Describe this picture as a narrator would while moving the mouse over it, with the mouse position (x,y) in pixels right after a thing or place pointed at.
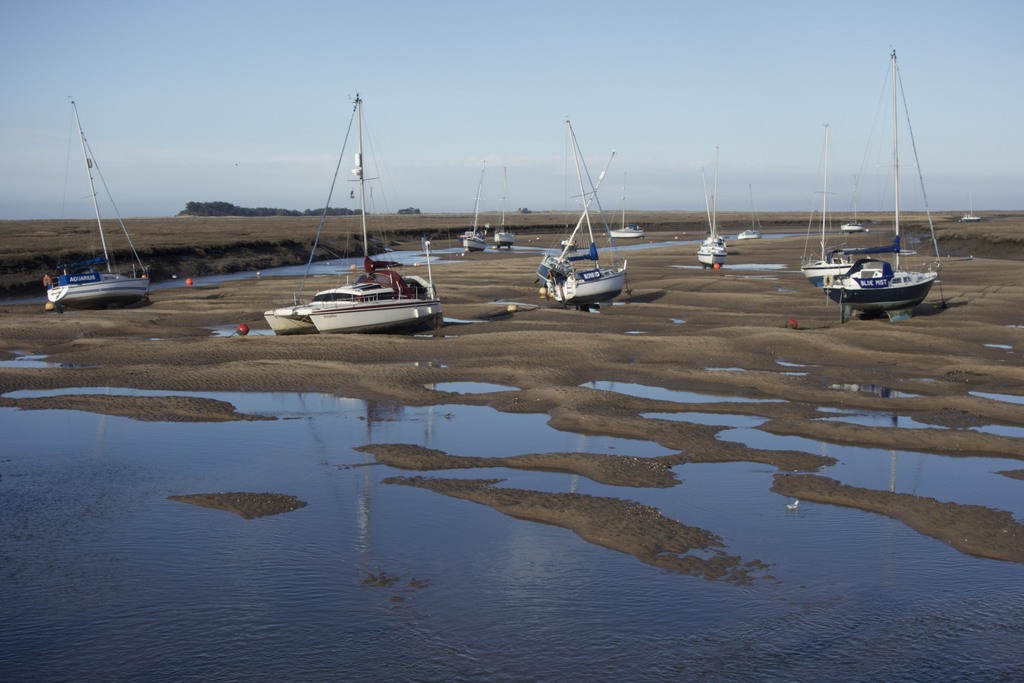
In the picture we can see a wet sand surface (952,385) with some parts of water (867,615) on it and we can also see some boats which are white in color with poles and wires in it and beside the surface (128,339), we can see sand surface (1013,224) and far far away from it we can see some trees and the sky (588,162).
